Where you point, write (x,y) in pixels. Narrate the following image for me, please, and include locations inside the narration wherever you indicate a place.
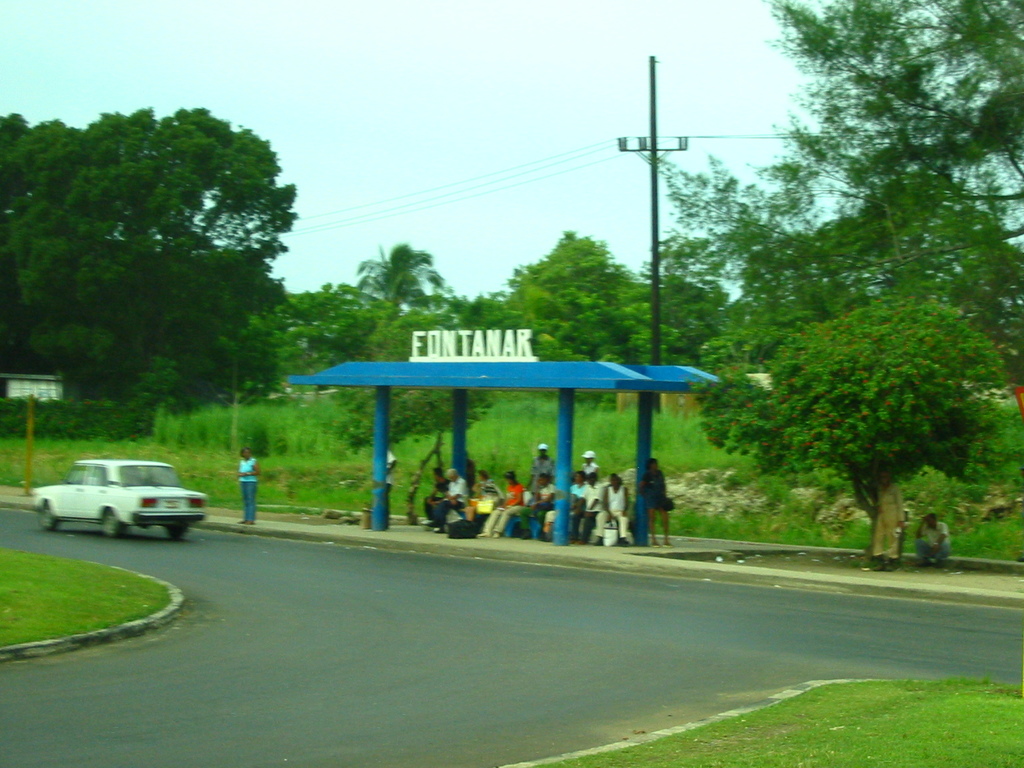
In this image I can see group of people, some are sitting and some are standing. In front (186,526) I can see the car (172,527) in white color, background (555,95) I can see the pole (657,224), few trees (238,213) in green color and the sky (326,119) is in blue and white color.
